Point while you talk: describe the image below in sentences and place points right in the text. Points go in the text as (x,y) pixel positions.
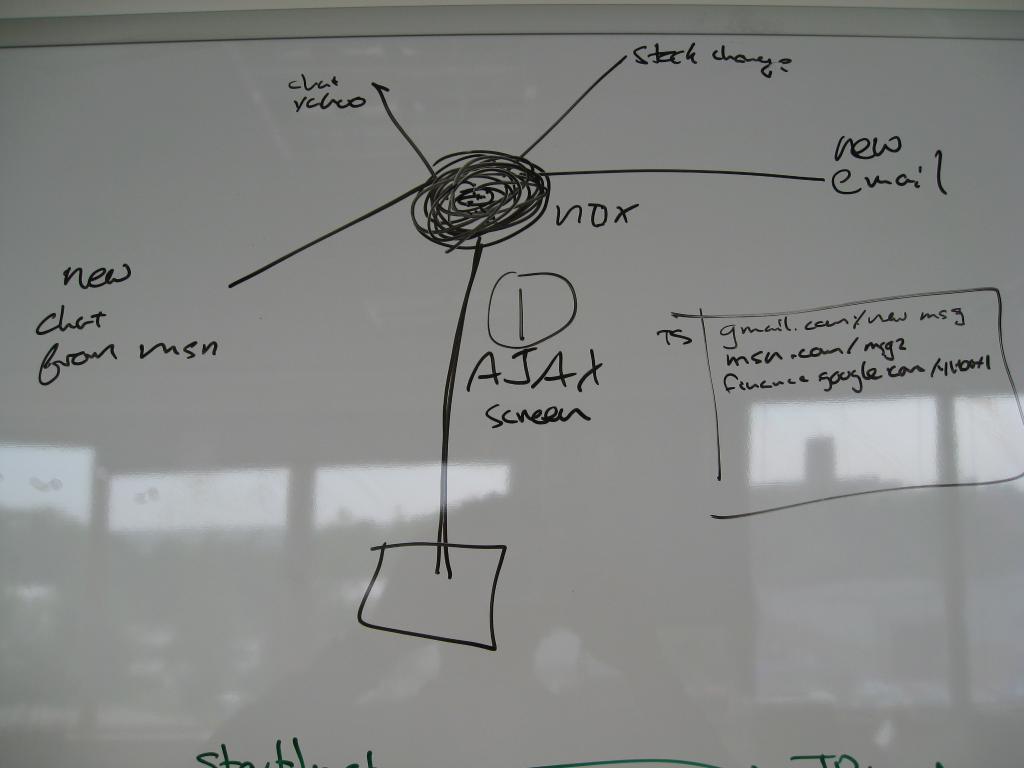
On a white board (891,437), there are some images (522,315) and notations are mentioned with a black marker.
